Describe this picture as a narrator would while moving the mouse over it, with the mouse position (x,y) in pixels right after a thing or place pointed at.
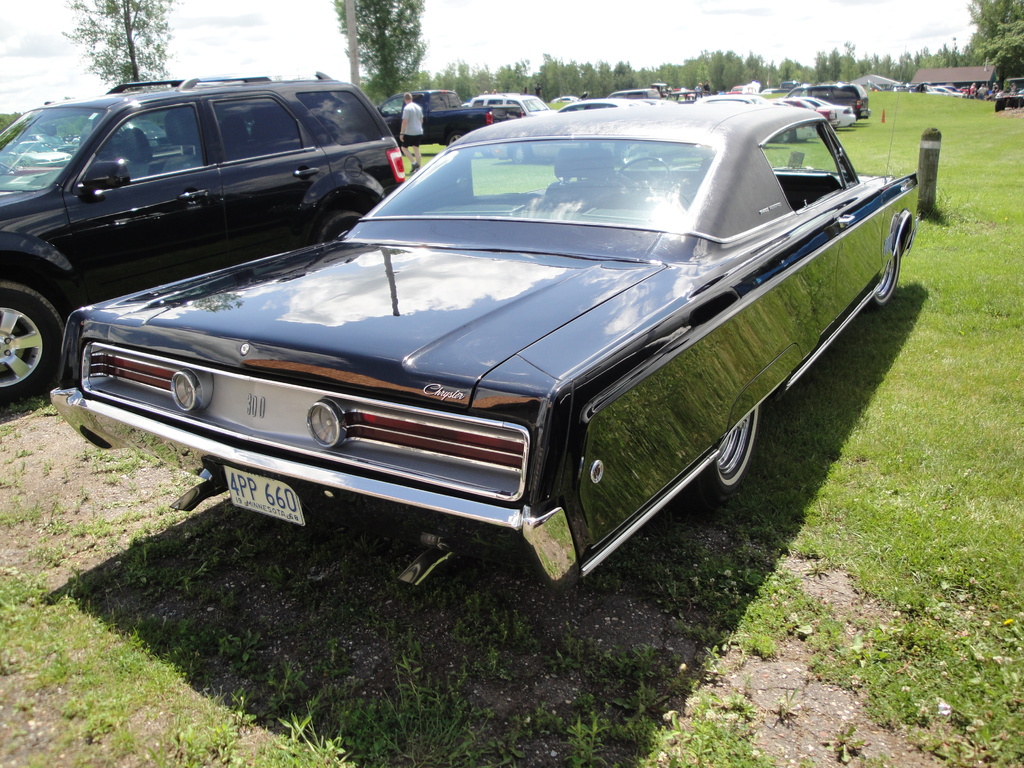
In this image I can see few vehicles (792,380). In front (490,307) the vehicle (712,324) is in black color, background (379,83) I can see the person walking and the person (414,139) is wearing white shirt (417,116), black short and I can see trees (720,70) in green color and the sky (656,39) is in white color.
